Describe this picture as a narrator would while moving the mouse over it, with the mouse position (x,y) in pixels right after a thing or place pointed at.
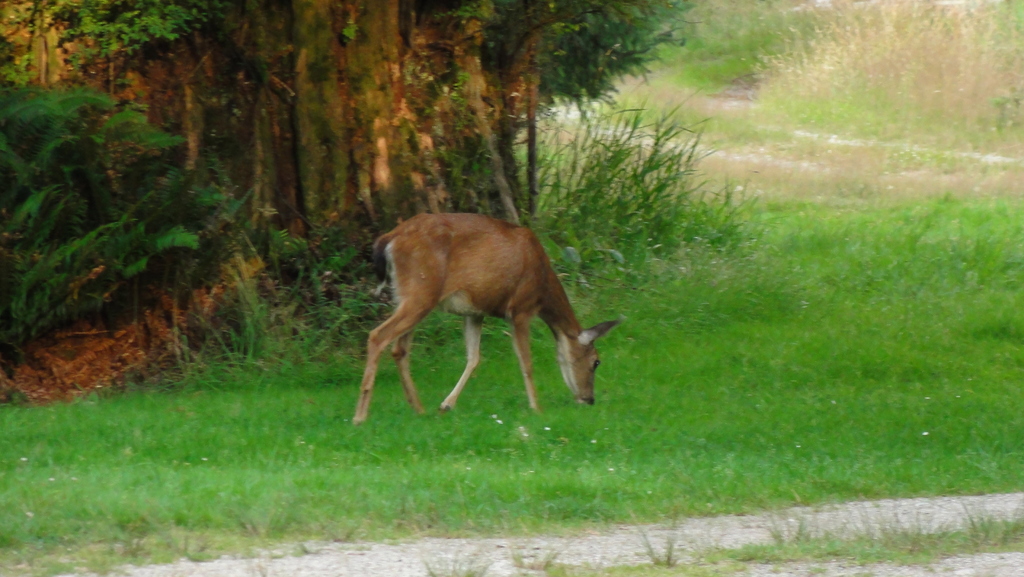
In this image we can see a deer (521,336) grazing grass (711,235). In the background (831,174) there are trees (257,107), grass (827,72) and plants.
